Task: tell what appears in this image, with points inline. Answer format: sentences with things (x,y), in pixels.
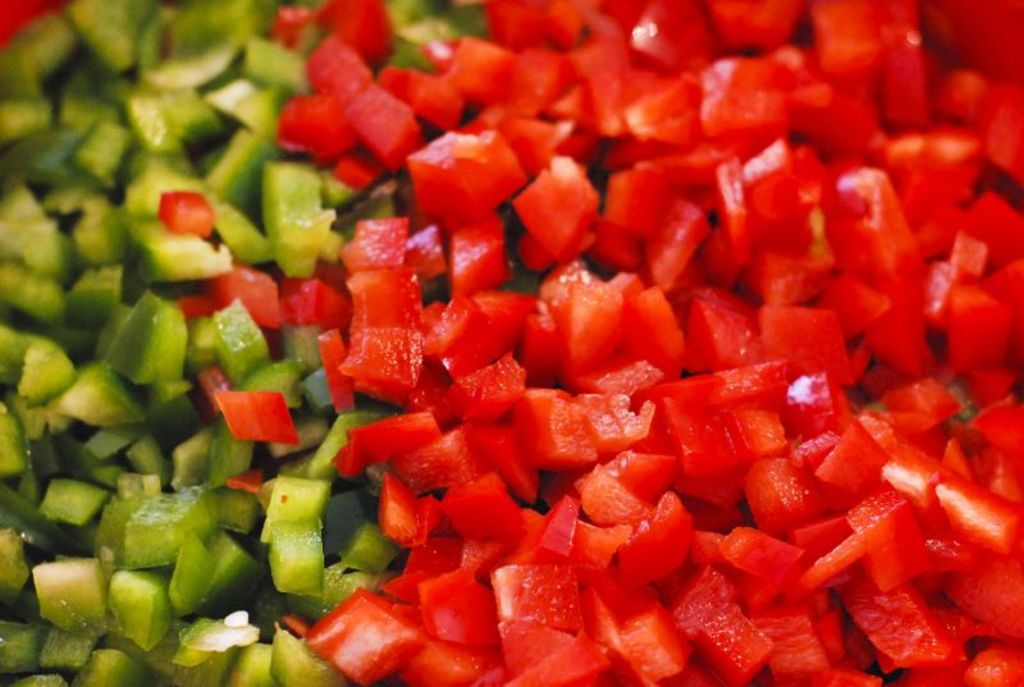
In this image, I can see the chopped red and green bell peppers (437,485).
